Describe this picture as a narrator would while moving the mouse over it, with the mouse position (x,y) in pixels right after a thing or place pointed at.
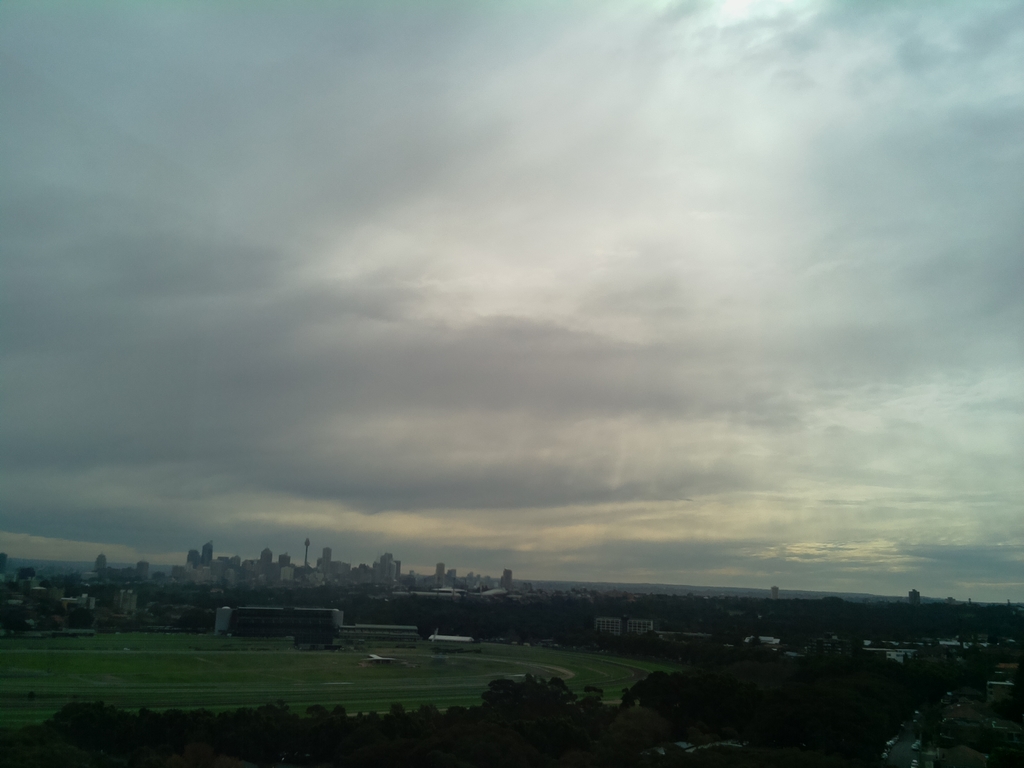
In this image, in the middle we can see a ground (58,689) at the bottom (128,764), there are many trees (69,756) at the back (292,628) there are many buildings (286,615) and the background (219,508) is the sky (233,503).
